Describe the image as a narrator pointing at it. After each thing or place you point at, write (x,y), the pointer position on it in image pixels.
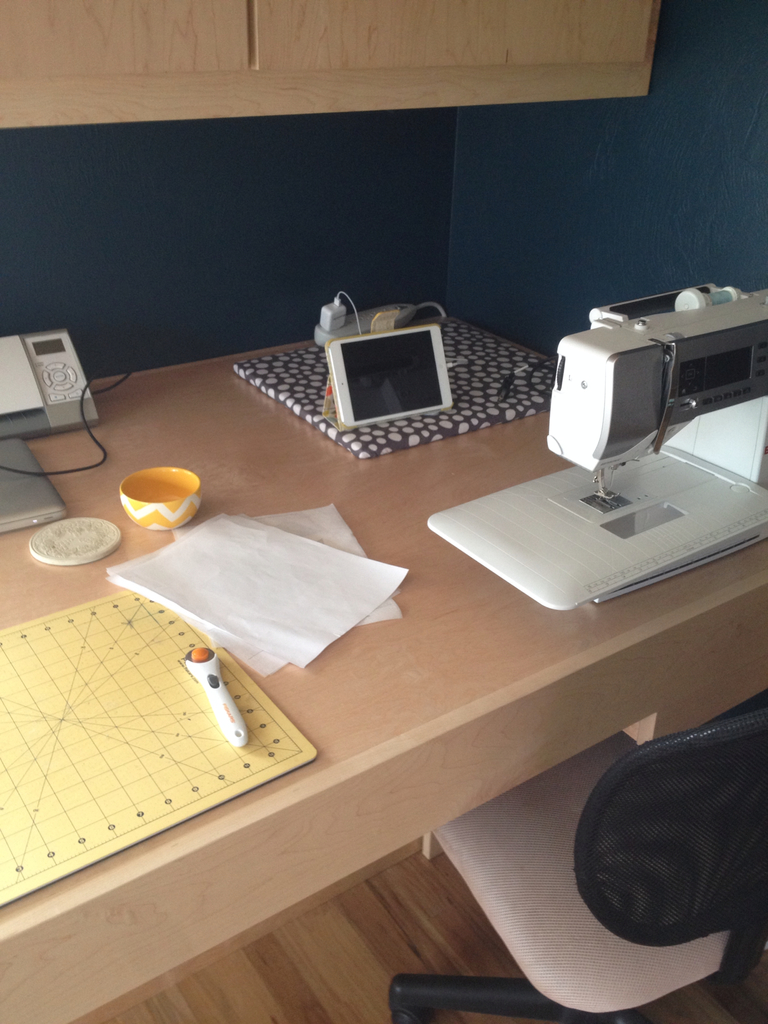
In this image I can see a chair (669,804) and the cream colored table (461,675). On the table (461,669) I can see few papers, a sewing machine (635,473), a bowl (182,507), a device (13,372), a tab (374,361), few paper (236,618) and few other objects (275,364). I can see the wall (539,190) and a wooden cabinet (331,68).
